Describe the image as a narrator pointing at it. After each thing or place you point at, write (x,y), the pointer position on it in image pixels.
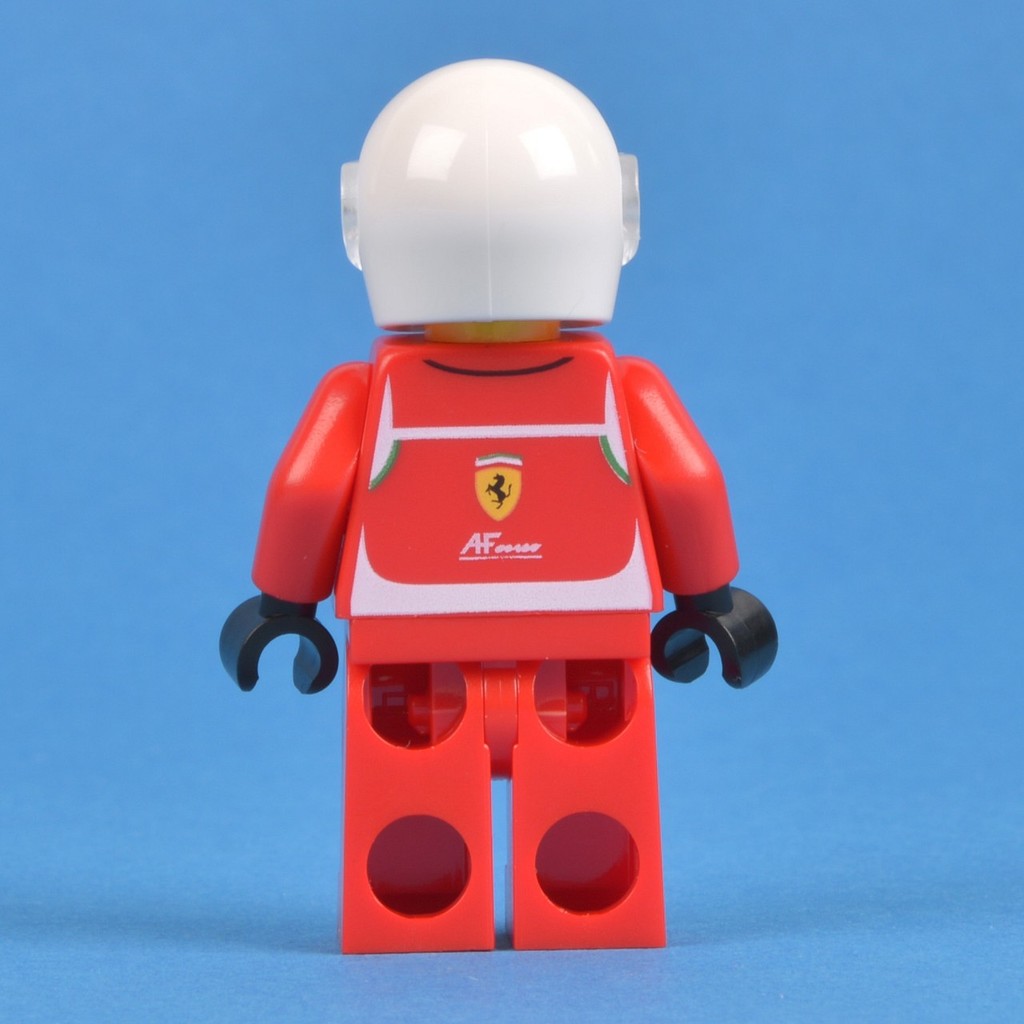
In this image we can see a toy (383,532). In the background of the image (248,856) there is a blue background (88,559).
